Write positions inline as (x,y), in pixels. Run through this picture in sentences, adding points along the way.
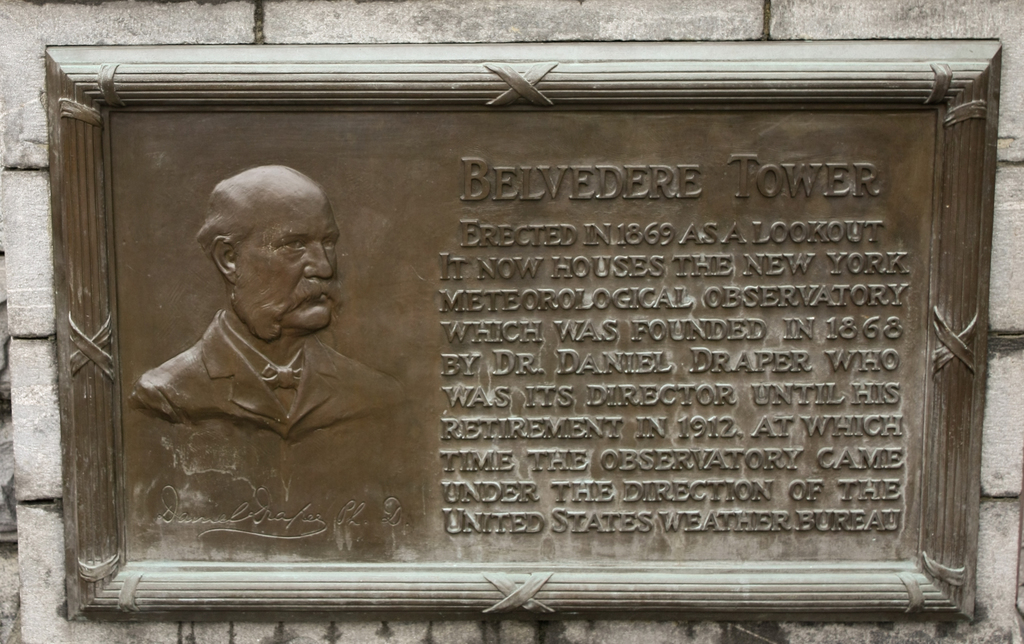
In this image we can see a frame (318,299) placed on the wall (985,514).
